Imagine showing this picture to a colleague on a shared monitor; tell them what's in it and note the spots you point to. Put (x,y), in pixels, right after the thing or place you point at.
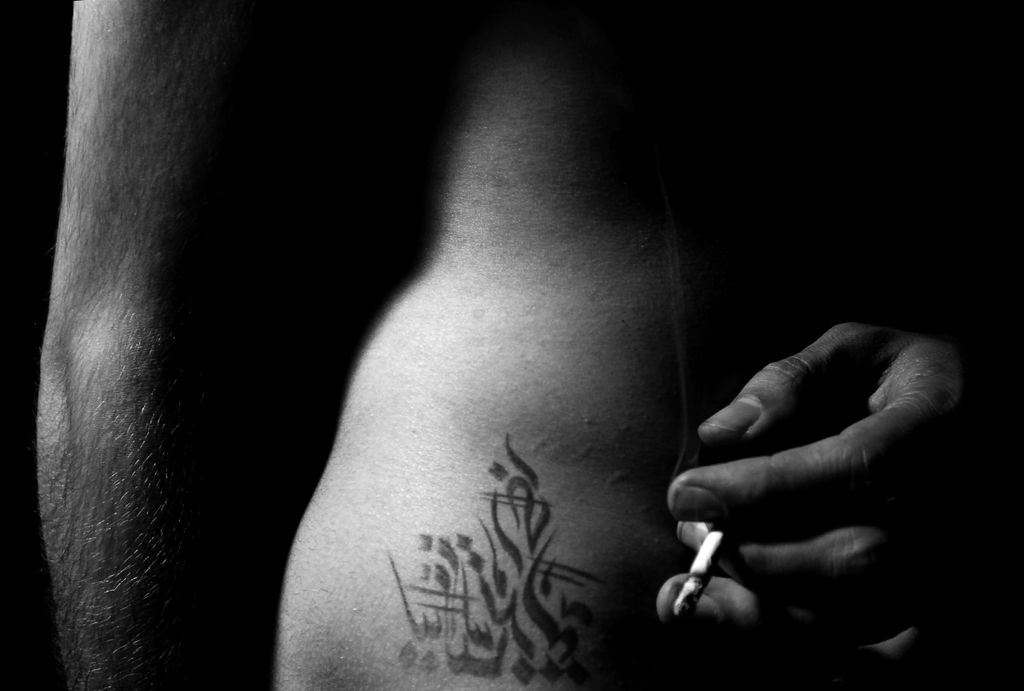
In this image I can see a person (607,397) is holding a cigarette (700,556) in hand (748,501). This image is taken may be during night.
